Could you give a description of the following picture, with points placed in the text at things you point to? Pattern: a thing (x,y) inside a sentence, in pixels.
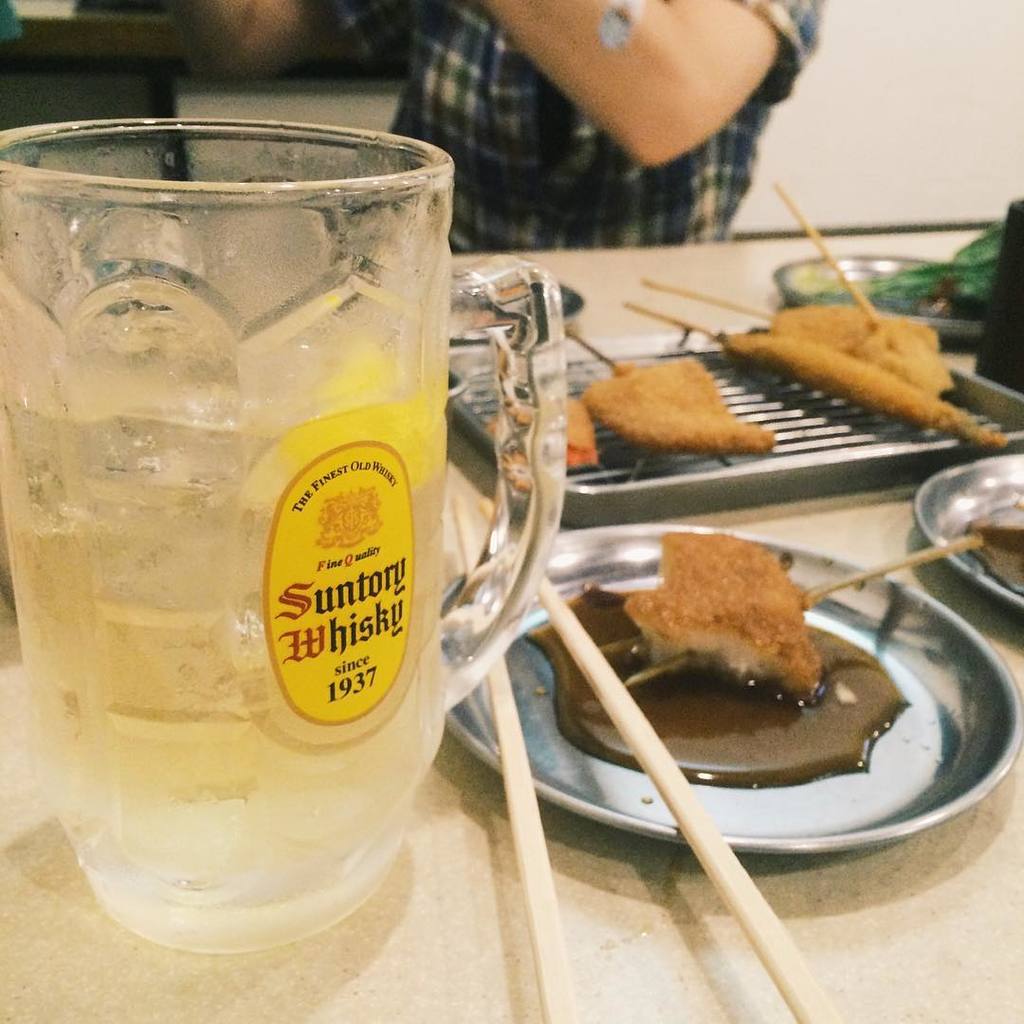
In the center of the image (409,462) there is a table (383,891) and we can see a mug (429,619), plates (596,802), tray (768,428), chopsticks (594,677) and some food (629,413) placed on the table (409,965). In the background (494,205) we can see a person (758,126) and a wall (841,98).
